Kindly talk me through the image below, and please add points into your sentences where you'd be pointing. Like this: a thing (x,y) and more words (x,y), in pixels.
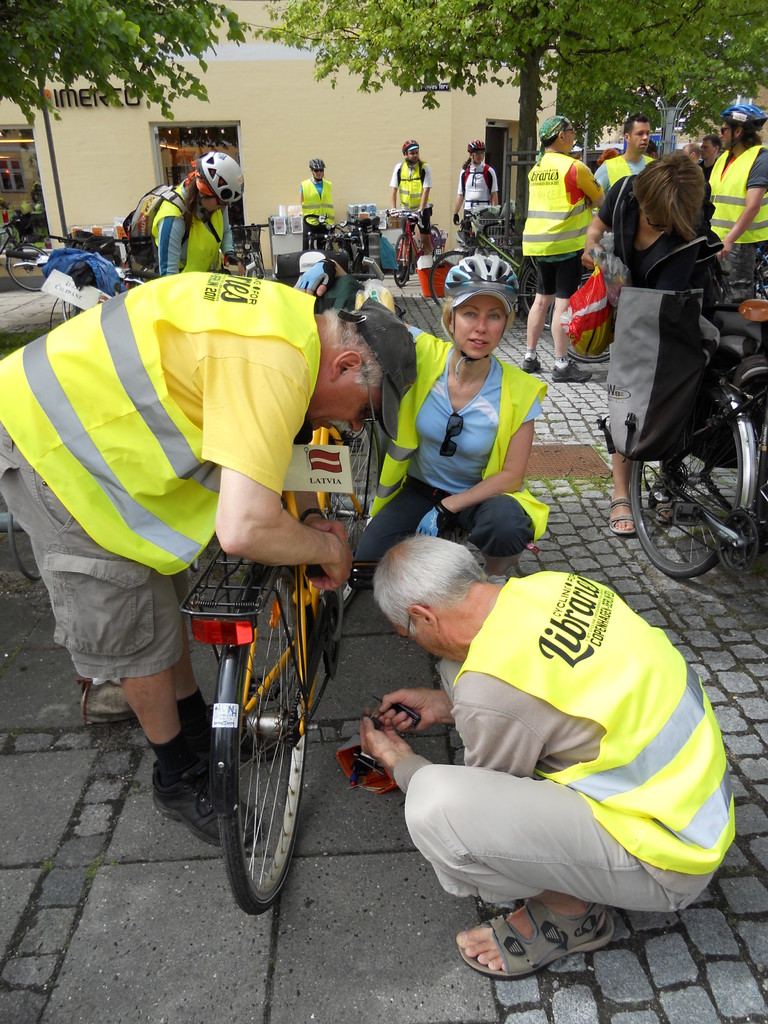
In this picture we can see bicycles (267,673) and a group of people (596,211) on the road (555,982) where some of them wore helmets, jackets (572,160) and in the background (385,36) we can see trees (197,15), building (281,80) with a name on it and some objects (291,220).
